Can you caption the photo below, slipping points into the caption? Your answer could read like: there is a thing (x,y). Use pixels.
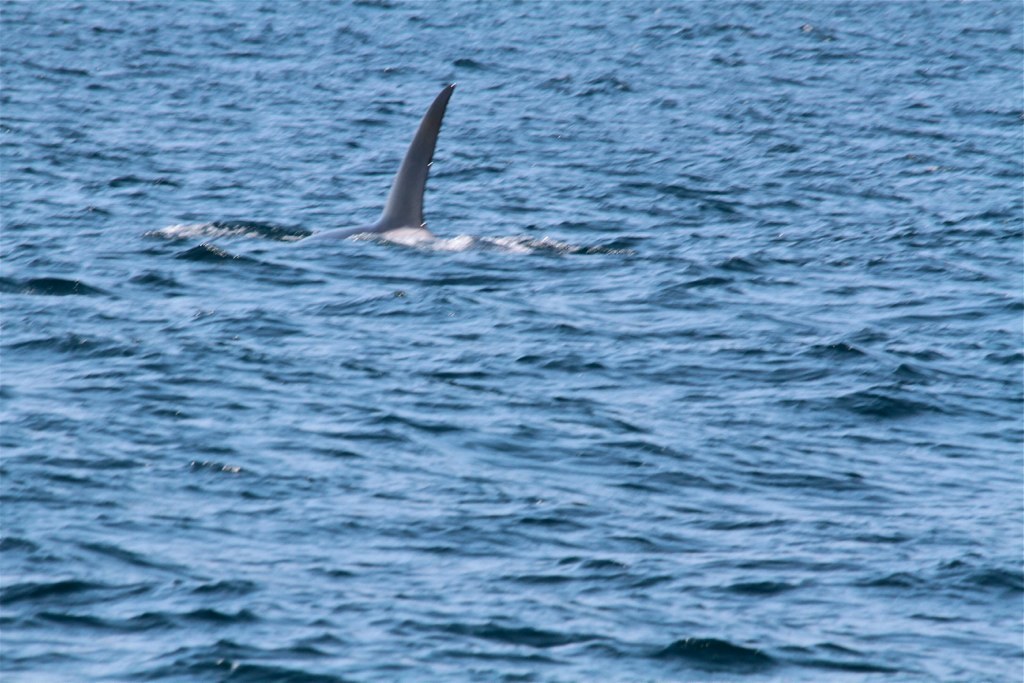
In this image I can see the aquatic animal (435,127) in the water (570,379). The water (570,379) is in blue color.
